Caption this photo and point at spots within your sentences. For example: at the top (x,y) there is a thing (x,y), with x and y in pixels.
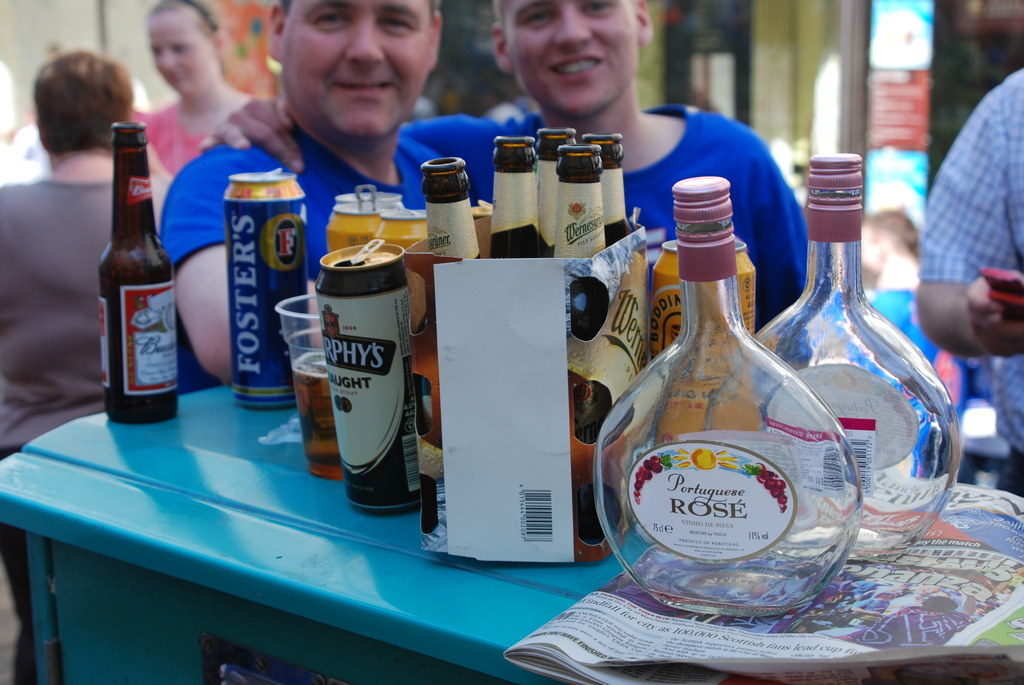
there are bottles (433,194), tins (323,304) and glasses (290,359) placed on a blue table (498,590). at the right (989,569) there is a newspaper (684,652) on which there are 2 transparent glass bottles (773,444) on which portuguese rose is written. behind them there are 2 people (534,122) wearing blue shirt (691,147) standing. at the right (982,159) there is a person (996,203) standing. at the left (94,118) there are 2 people (98,102).
